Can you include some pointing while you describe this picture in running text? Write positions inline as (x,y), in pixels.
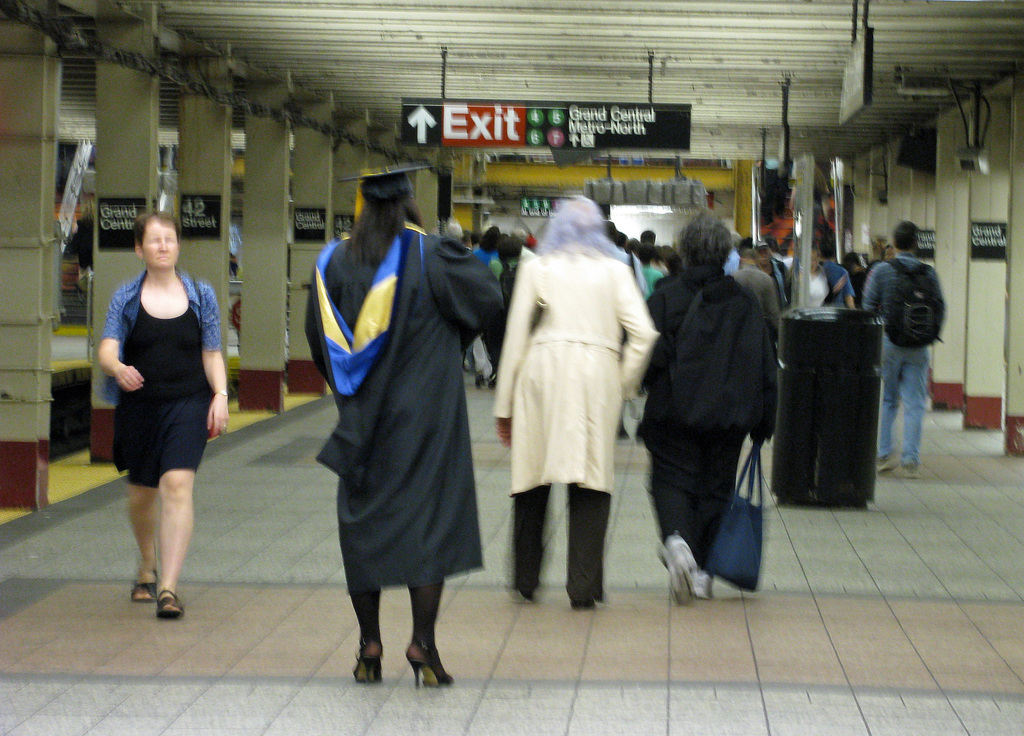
In this picture there are people (420,235) in the center of the image (373,480) and there is an exit board (590,115) at the top side of the image (679,122), there are pillars (1001,137) on the right (949,301) and left side of the image (273,242).
